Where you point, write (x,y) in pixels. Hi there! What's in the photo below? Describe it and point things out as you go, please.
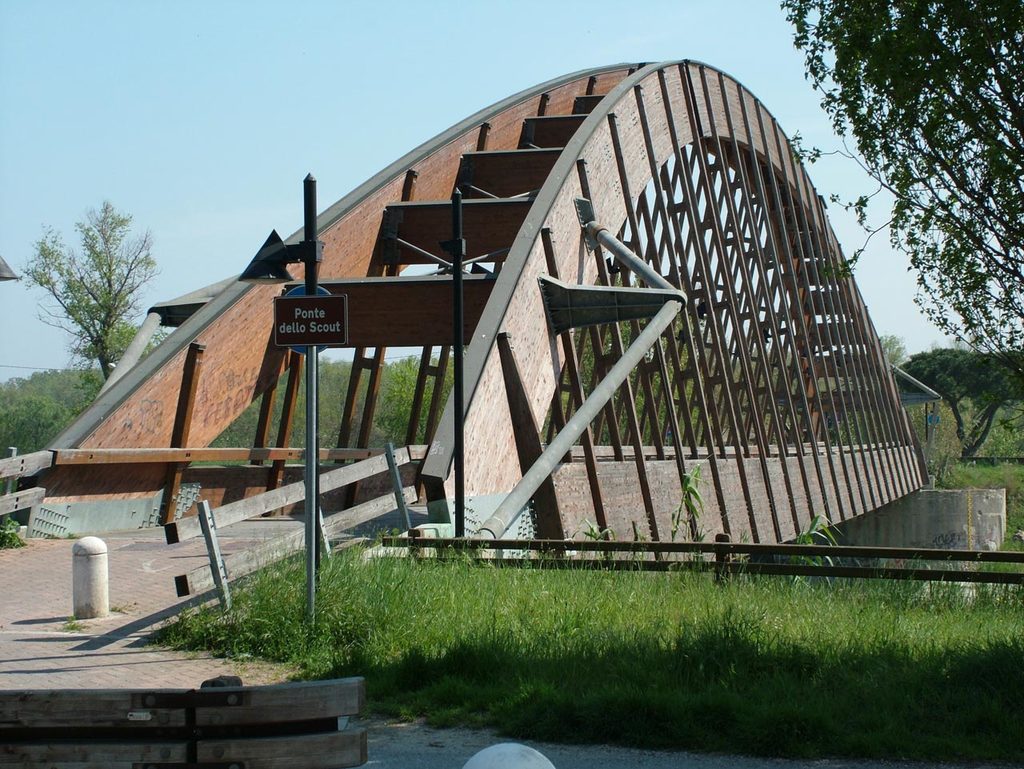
In this image I can see bridge (864,422), at right (945,221) I can see few plants (954,233) in green color, at top (341,81) sky (389,97) is in blue color.
